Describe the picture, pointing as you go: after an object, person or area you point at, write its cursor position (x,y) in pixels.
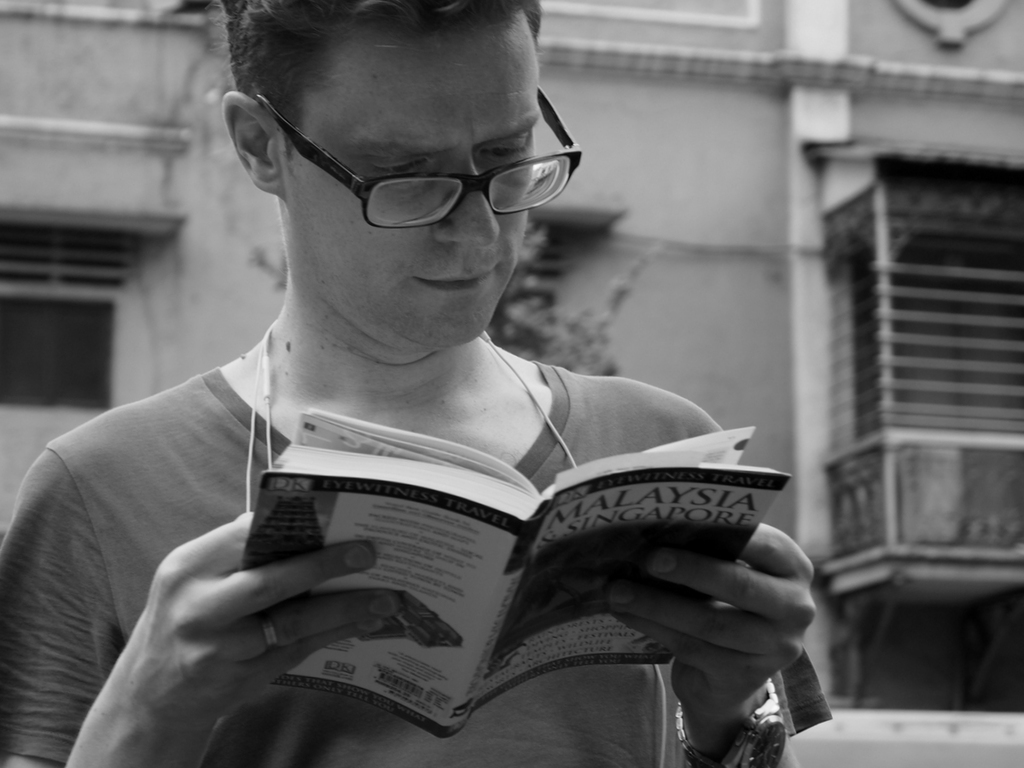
In this image we can see a person (420,388) reading a book (603,570), wearing glasses (495,182) and wrist watch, behind him there is a building (890,430), and windows (897,304).
